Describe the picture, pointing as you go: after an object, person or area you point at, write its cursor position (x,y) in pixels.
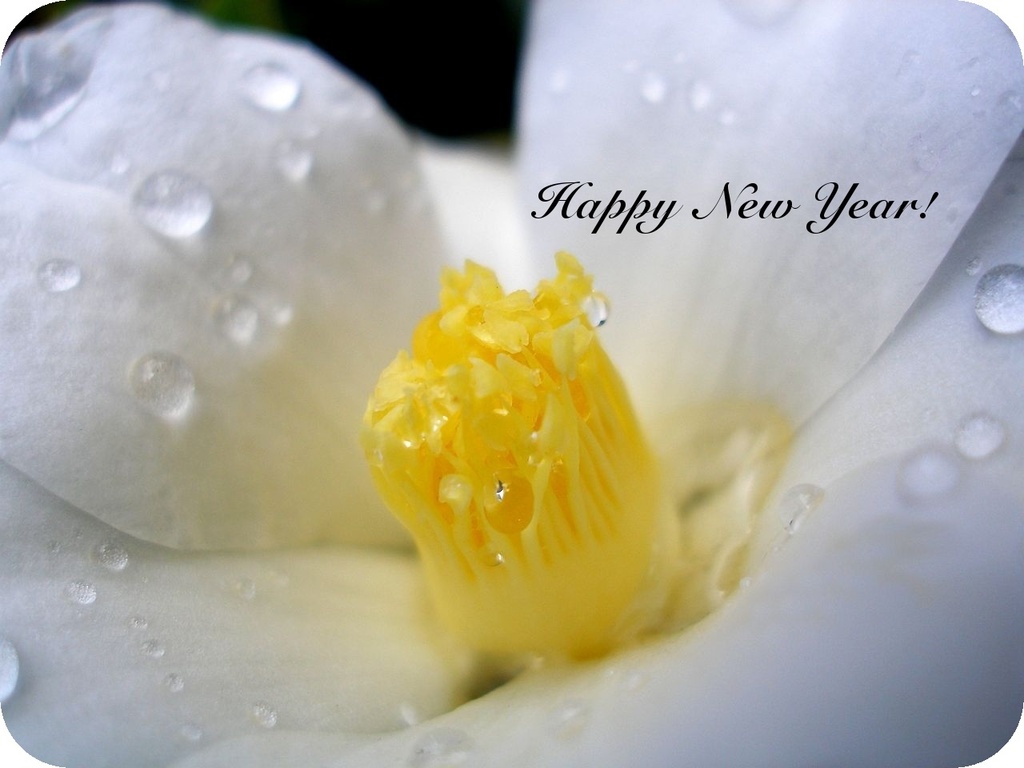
In this image we can see a flower (458,486).
